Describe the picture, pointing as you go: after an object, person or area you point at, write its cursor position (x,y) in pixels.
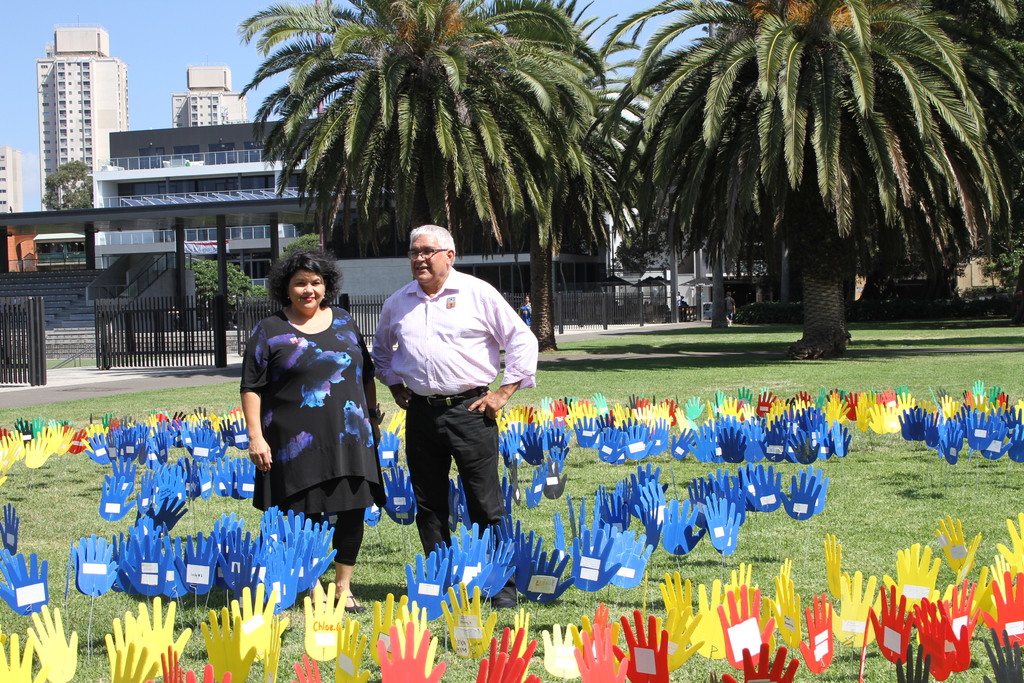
In the picture we can see a man (490,501) and a woman (314,357) standing on the grass surface (91,494), on it we can see some colored hand shape papers (28,667) are placed on it and in the background (39,353) we can see railing (31,371), poles (224,264), trees (728,198), tower buildings (63,121) and sky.
